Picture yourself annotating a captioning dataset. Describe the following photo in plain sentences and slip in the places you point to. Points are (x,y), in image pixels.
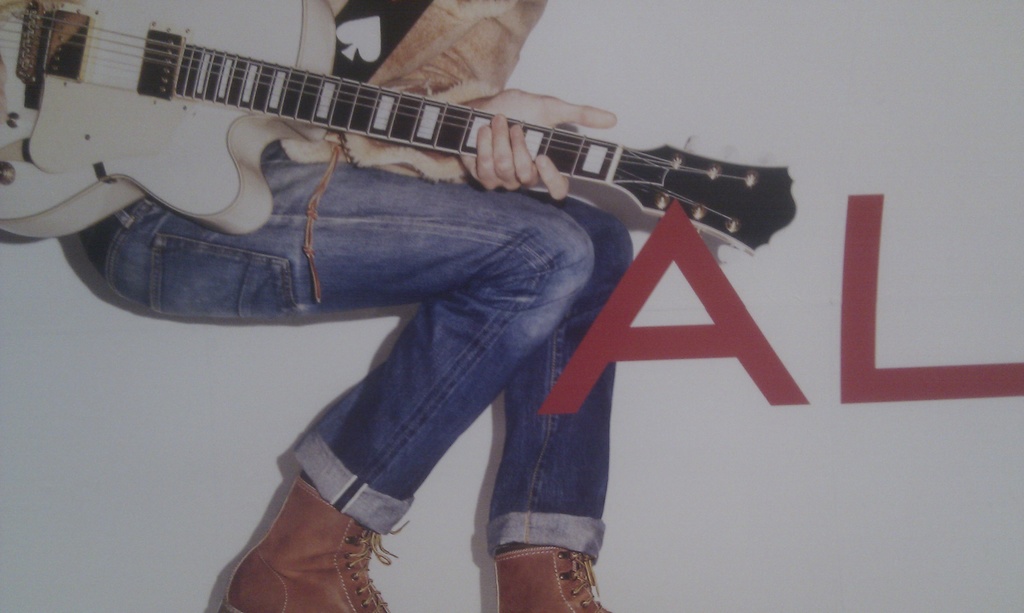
In this image I can see a person (203,229) is holding a guitar (302,75).
